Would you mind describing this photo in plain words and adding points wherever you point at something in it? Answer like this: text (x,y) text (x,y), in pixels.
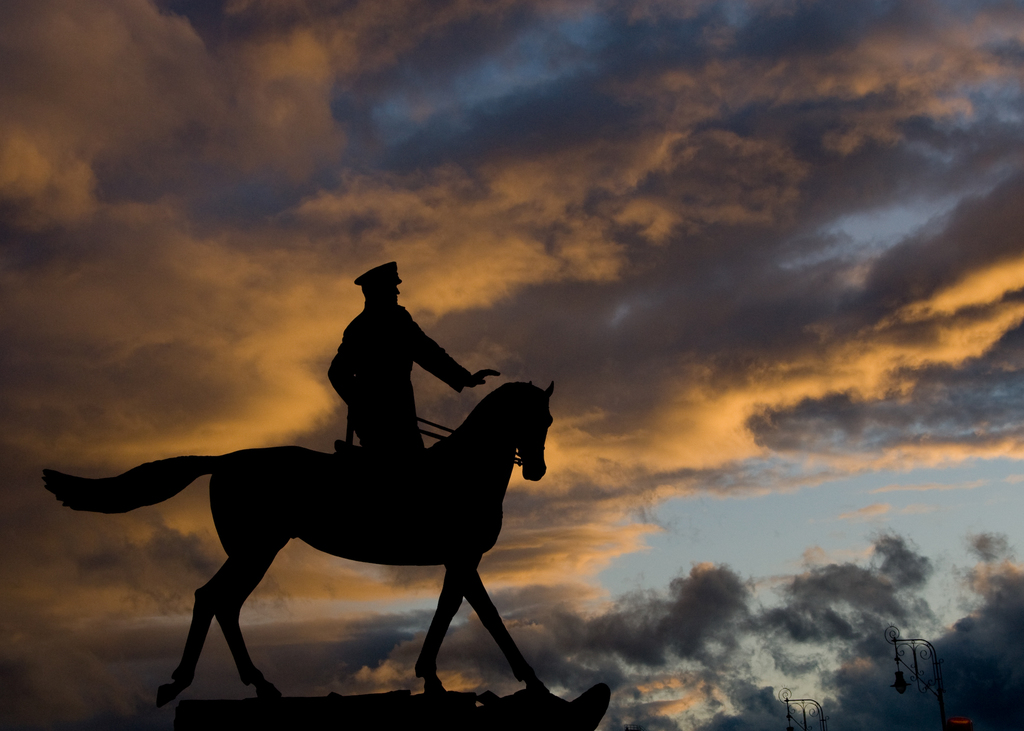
In this image I can see a person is sitting on horse (479,446). Back I can see light poles (918,652). The sky (789,586) is in blue, orange and black color.
